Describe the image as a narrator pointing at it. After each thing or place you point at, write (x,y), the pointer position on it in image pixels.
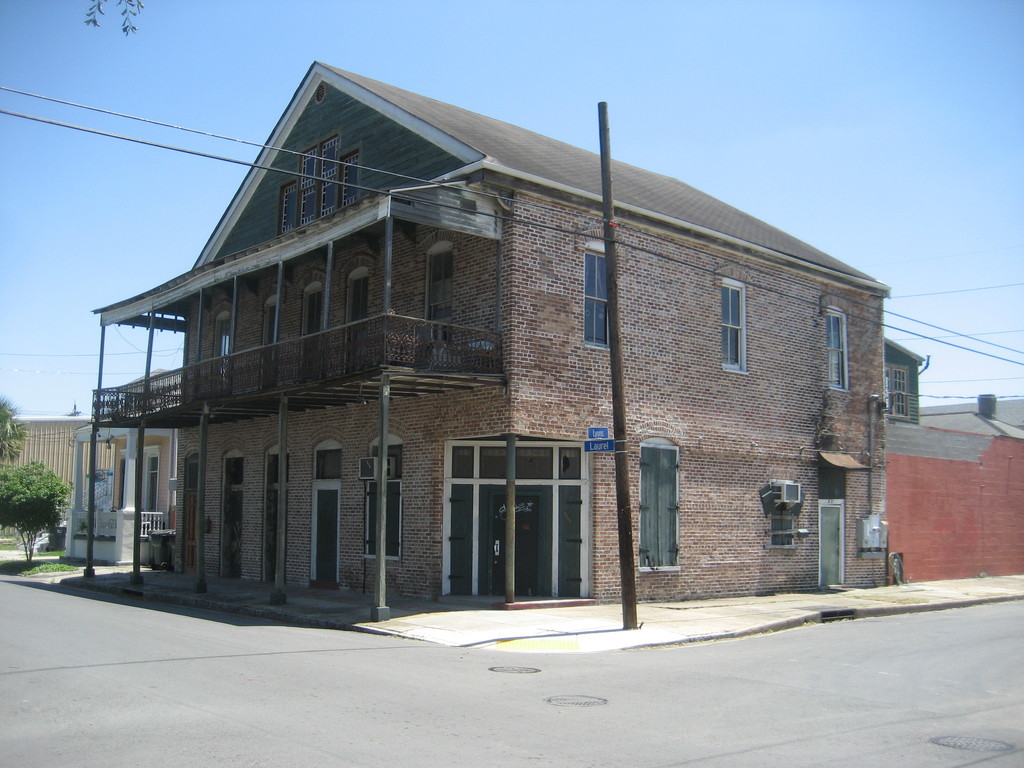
In this picture there is a big house (443,583) and a pole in the center of the image (599,320) and there are plants (43,475) on the left side of the image (43,475).
